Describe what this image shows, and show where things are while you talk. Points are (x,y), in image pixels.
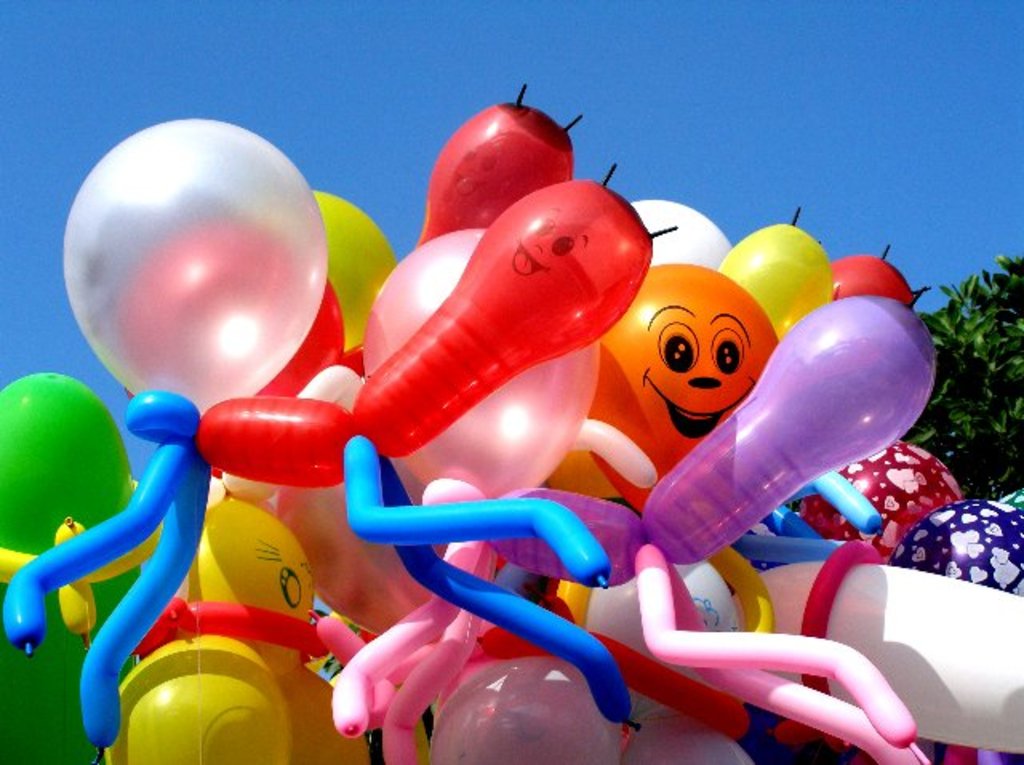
In this image we can see some balloons (631,491), trees (997,380) and the sky (265,91).
